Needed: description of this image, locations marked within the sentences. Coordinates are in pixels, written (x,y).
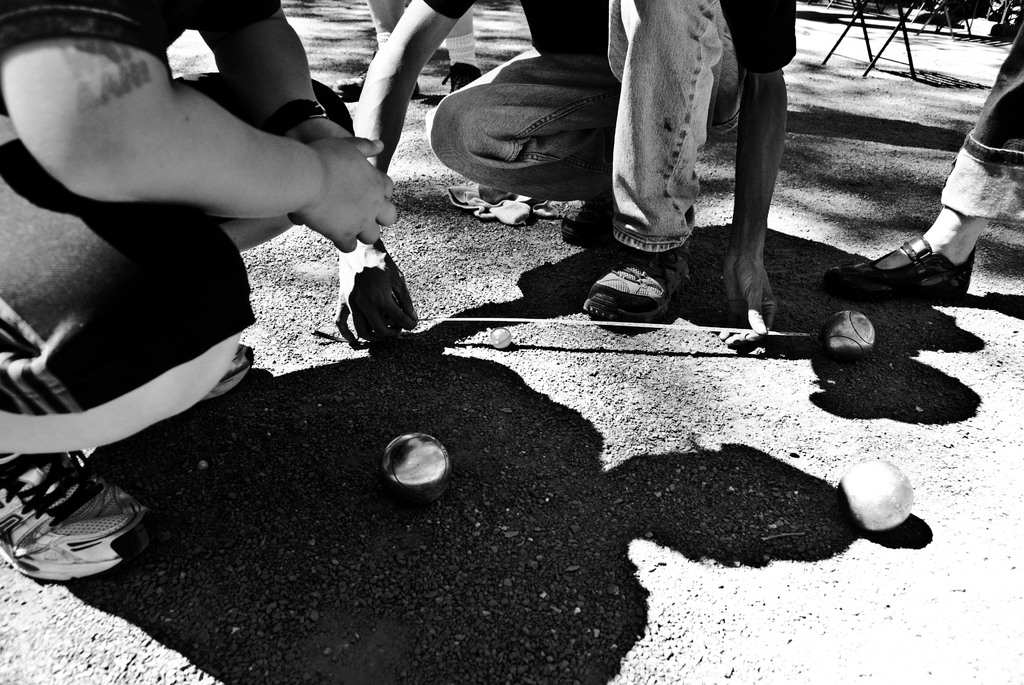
This is a black and white image. There are persons (327,238) in the image. There are balls (414,472) on the surface (426,576).
